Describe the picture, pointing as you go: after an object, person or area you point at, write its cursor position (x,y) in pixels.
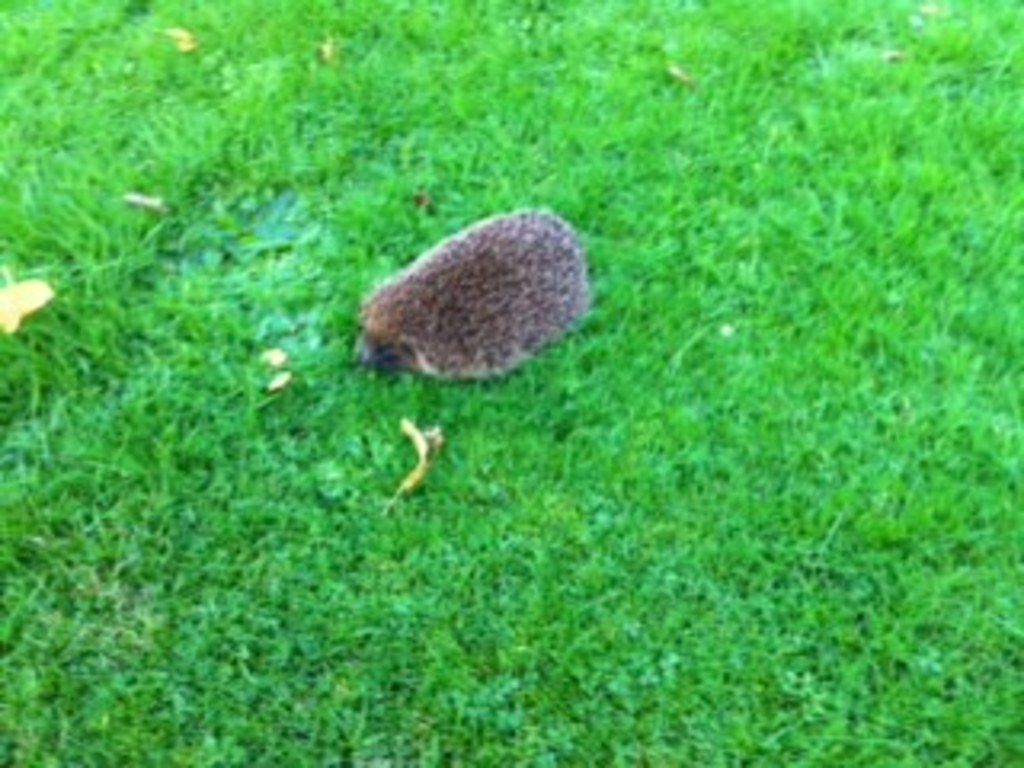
On this grass (638,151) there is an animal (475,338).
